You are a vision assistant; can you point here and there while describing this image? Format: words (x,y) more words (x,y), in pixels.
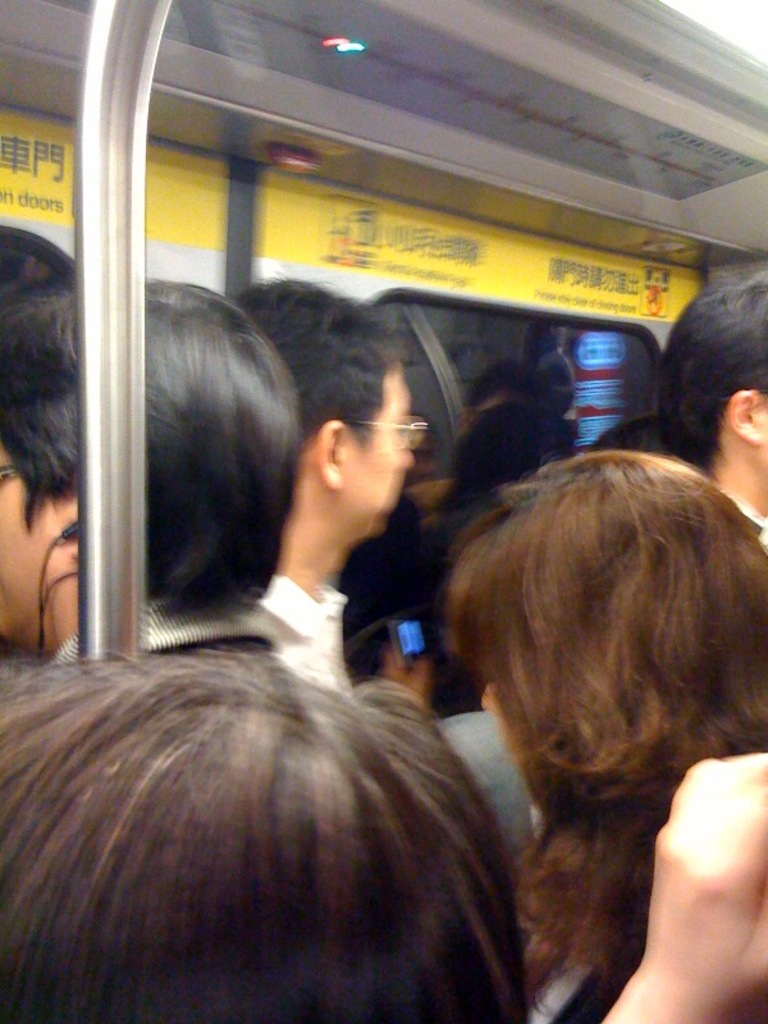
In this picture we can see a group of people (481,796) inside of a vehicle (758,256).
